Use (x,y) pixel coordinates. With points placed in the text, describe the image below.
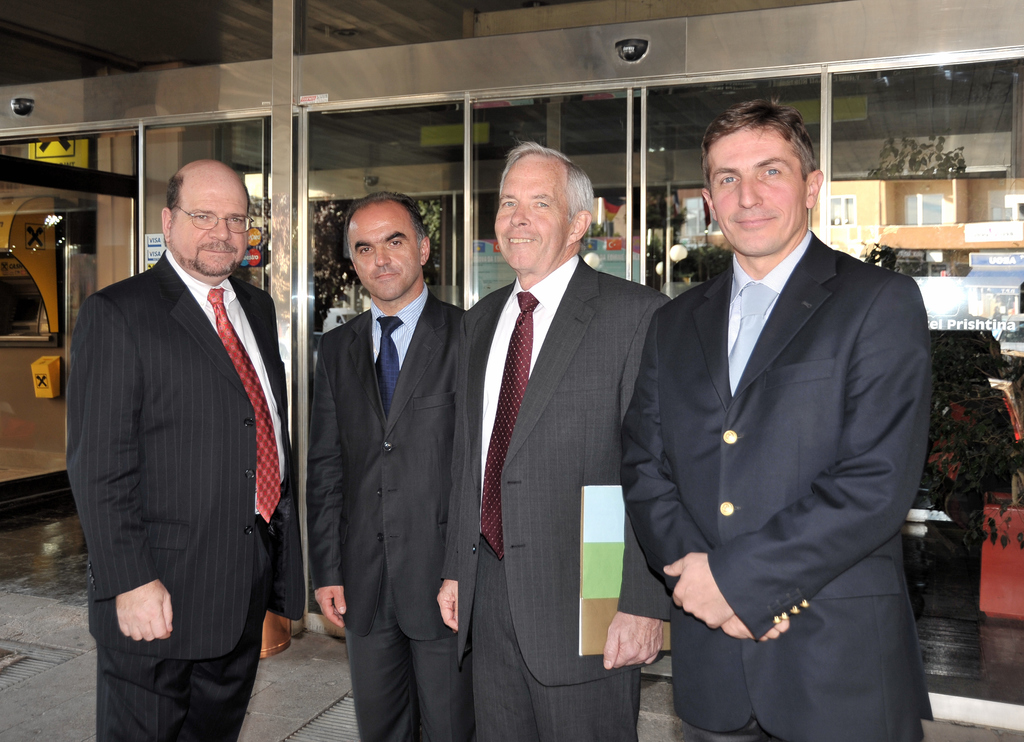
In this picture I can observe four men (365,394) standing on the land (74,698). Four of them are wearing coats (563,448) and ties (383,389). These men (383,389) are smiling. In the background (121,191) I can observe glass doors (432,150).
